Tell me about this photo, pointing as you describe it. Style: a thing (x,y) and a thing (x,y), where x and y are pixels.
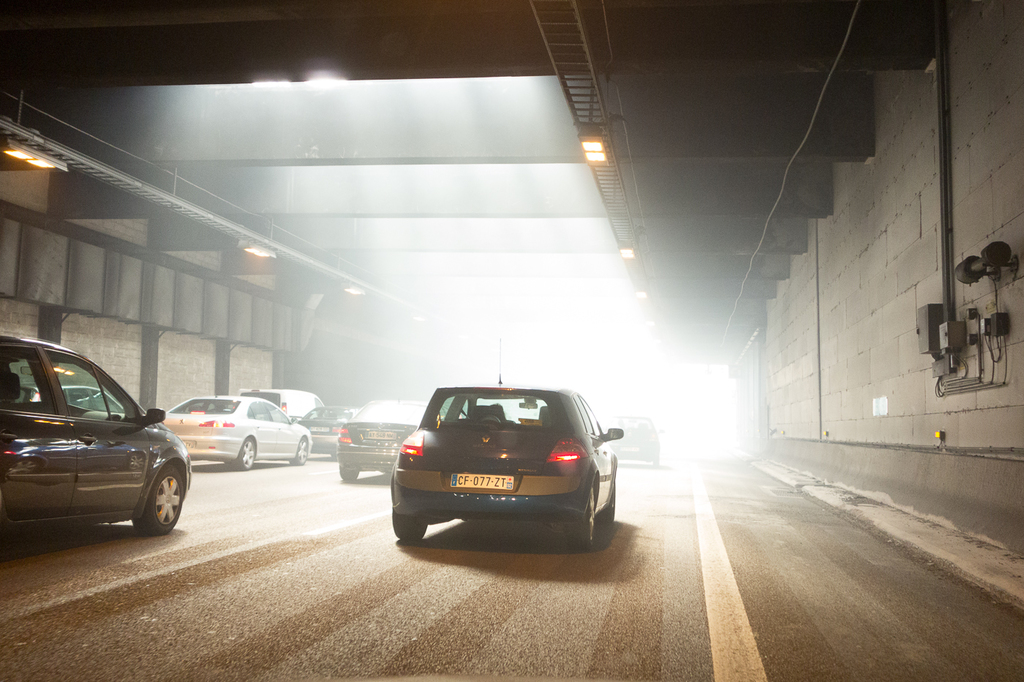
This image looks like a tunnel (252,315). There are so many cars (494,506) in the middle (358,446). Some are in black color. Some are in white color. There are lights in the middle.
